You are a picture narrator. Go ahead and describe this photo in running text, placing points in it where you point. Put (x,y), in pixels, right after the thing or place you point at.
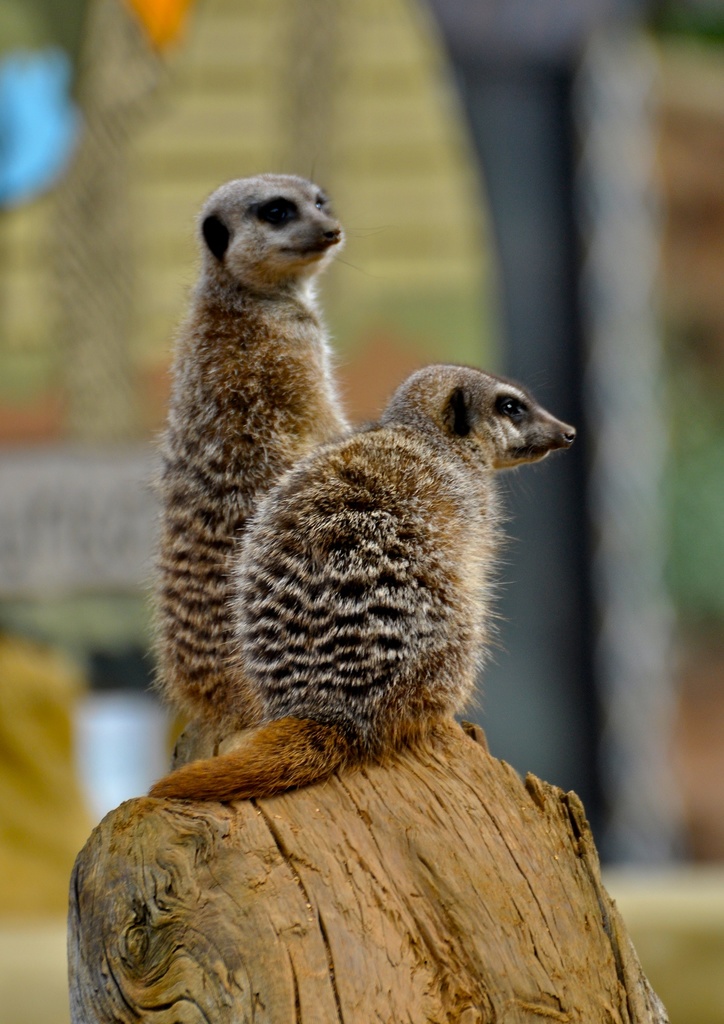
In this picture I can see couple of meerkats (416,524) on the tree bark (410,921) and might be a building (264,170) on the back (209,147).
